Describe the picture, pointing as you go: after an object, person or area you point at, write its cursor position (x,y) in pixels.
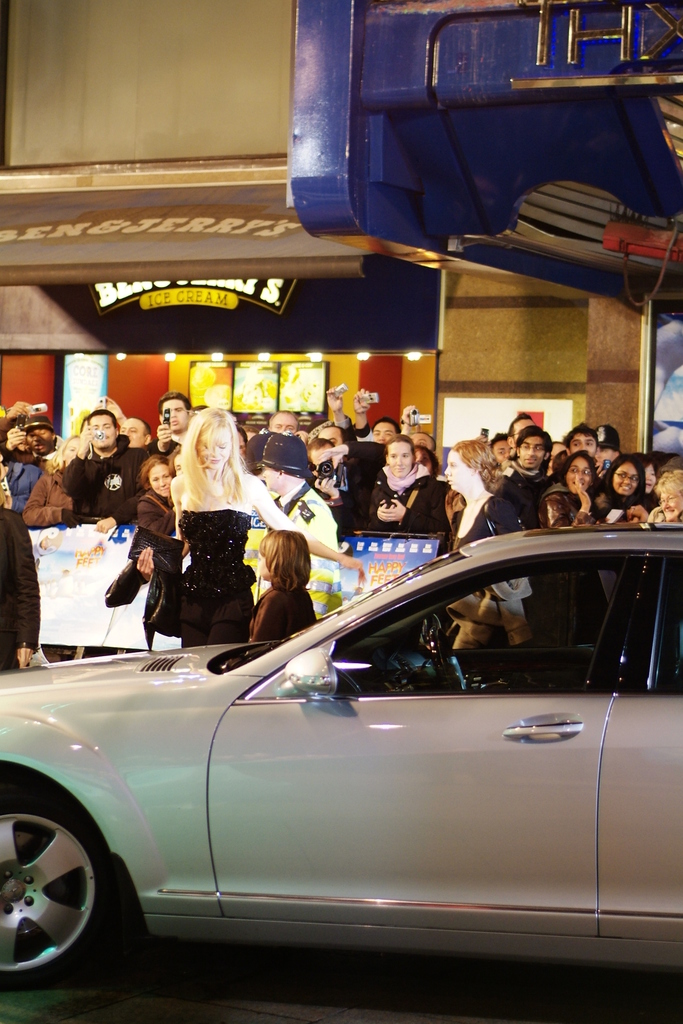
In this image there is a vehicle (300,795) on the road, behind the vehicle (295,655) there are a few people (102,483) standing and few are holding mobiles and cameras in their hands (318,482) to take a picture of a girl (231,527) standing in front of them. In the background (234,306) there is a building (334,278).
